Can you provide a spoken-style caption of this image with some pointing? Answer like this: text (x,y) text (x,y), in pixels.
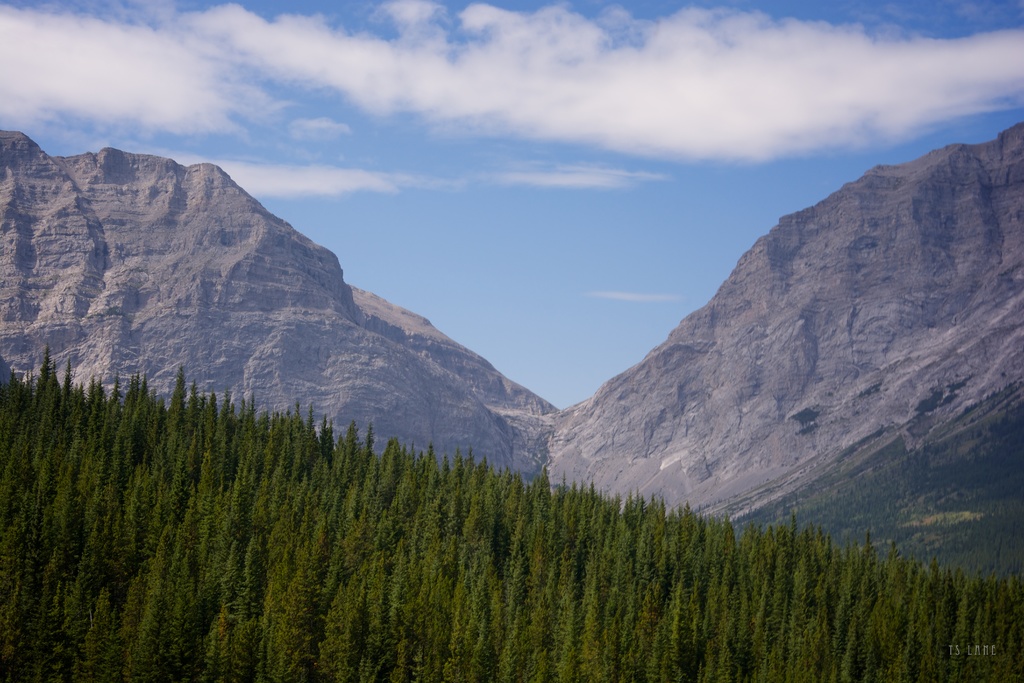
Here we can see trees (511,577) and there is a mountain (347,340). In the background (228,75) there is sky (632,154) with clouds (980,50).
